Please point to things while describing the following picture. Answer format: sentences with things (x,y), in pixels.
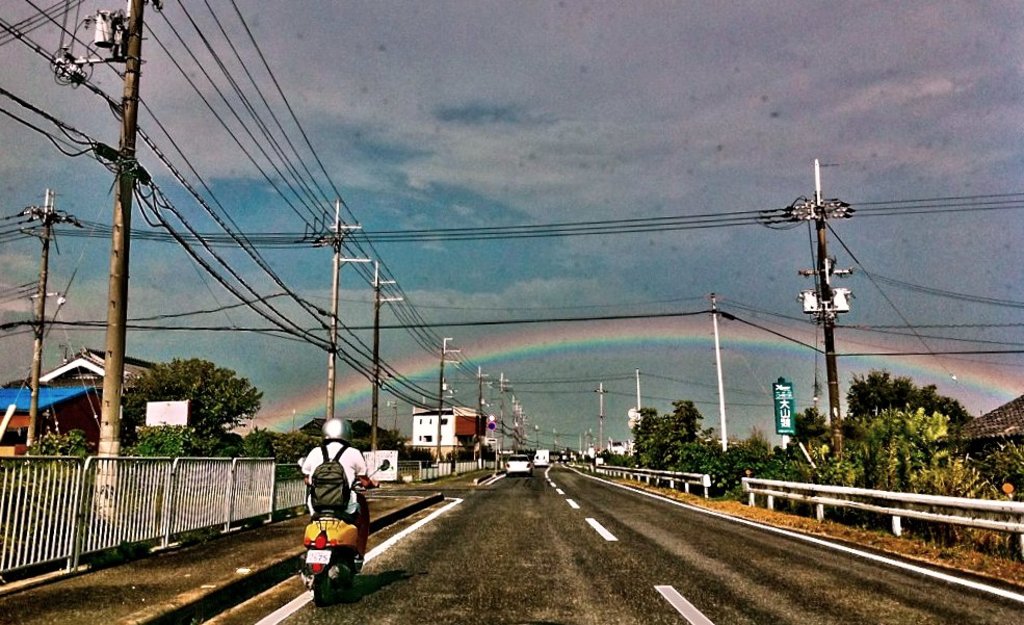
In this image I can see a road (541,479) in the centre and on it I can see number of white line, few vehicles (522,470) and in the front (325,477) I can see one person (354,487) is sitting on a vehicle (321,515). I can see this person (350,472) is carrying a black colour bag (336,470) and I can also see this person (325,432) is wearing a helmet (330,439). On the both sides of the road (533,515) I can see railings (190,520), number of poles (376,420), number of wires (517,392), number of trees (997,463), few boards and number of building (1009,425). In the background (471,373) I can see clouds (522,315), the sky (538,139) and a rainbow (628,332) in the sky (77,308).
